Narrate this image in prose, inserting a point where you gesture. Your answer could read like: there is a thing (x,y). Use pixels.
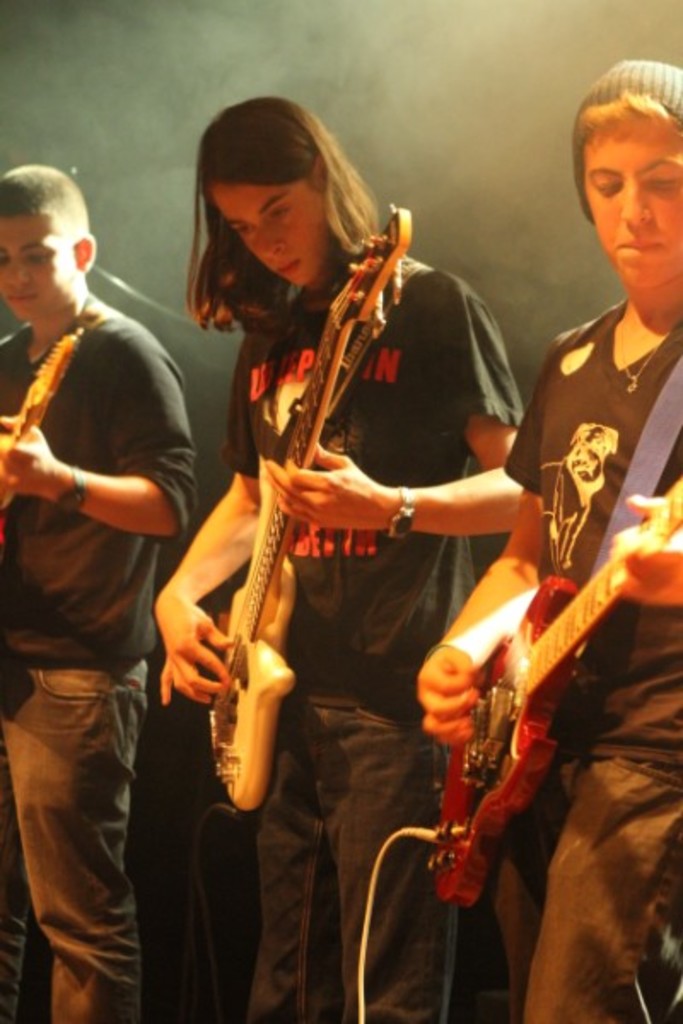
In this image, There are three persons (609,648) standing and they are holding the music instruments (274,617) and in the background (211,110) there is a black color wall (295,60).
